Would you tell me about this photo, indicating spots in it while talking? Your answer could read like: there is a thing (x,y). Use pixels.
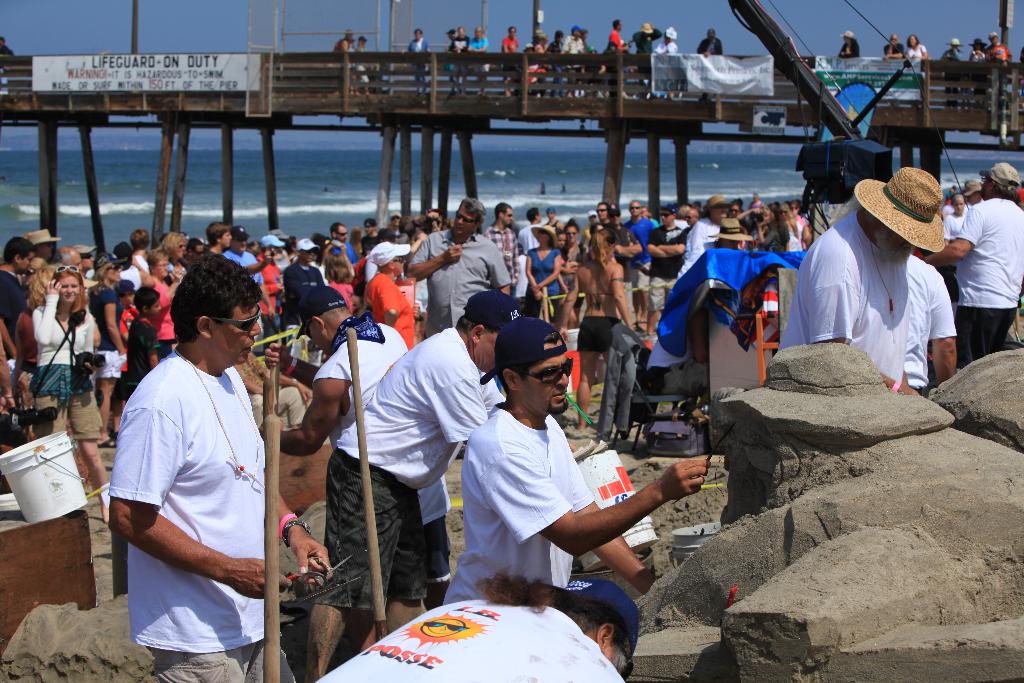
In this image I can see a couple of people (247,264) at beach place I can see the sea (131,187) behind them. In the right bottom corner (867,459) I can see a group of people (309,300) are making a sand sculpture (772,496). I can see a bridge (61,125) at the top of the image (598,50) with some people (923,46). I can see a board (252,60) and some banners (842,78) with some text (732,83) on the bridge (543,76).
